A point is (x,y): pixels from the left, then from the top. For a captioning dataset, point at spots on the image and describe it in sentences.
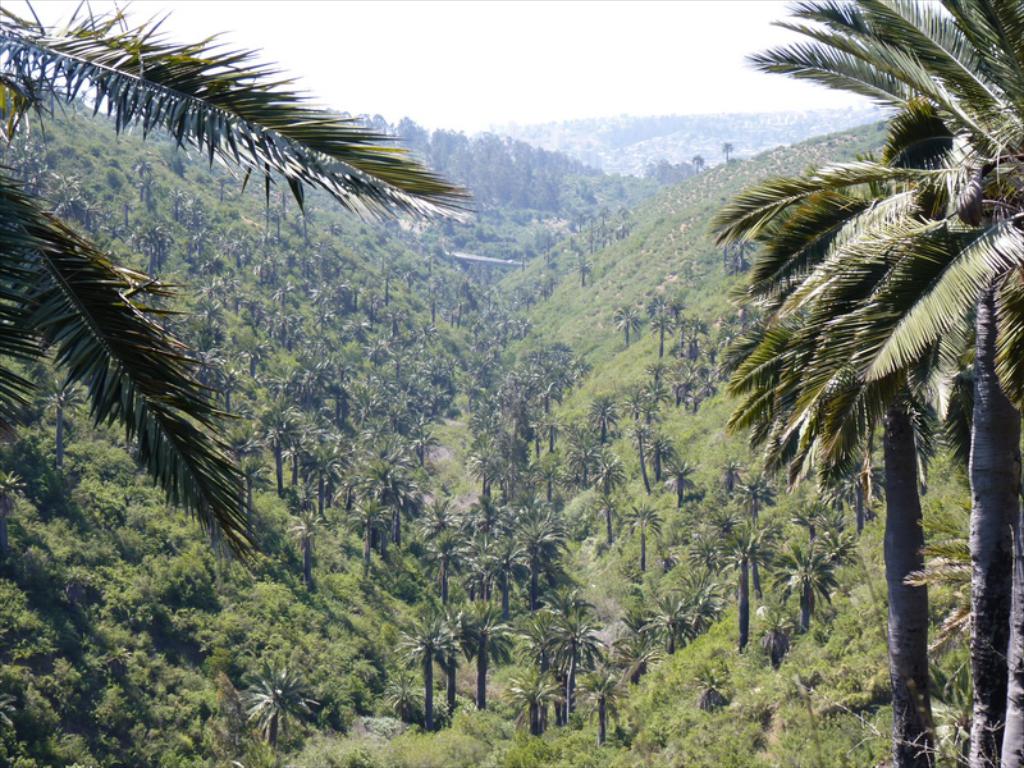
In this image we can see few trees (315,483), plants (304,626), mountains (711,224) and the sky (548,114).
